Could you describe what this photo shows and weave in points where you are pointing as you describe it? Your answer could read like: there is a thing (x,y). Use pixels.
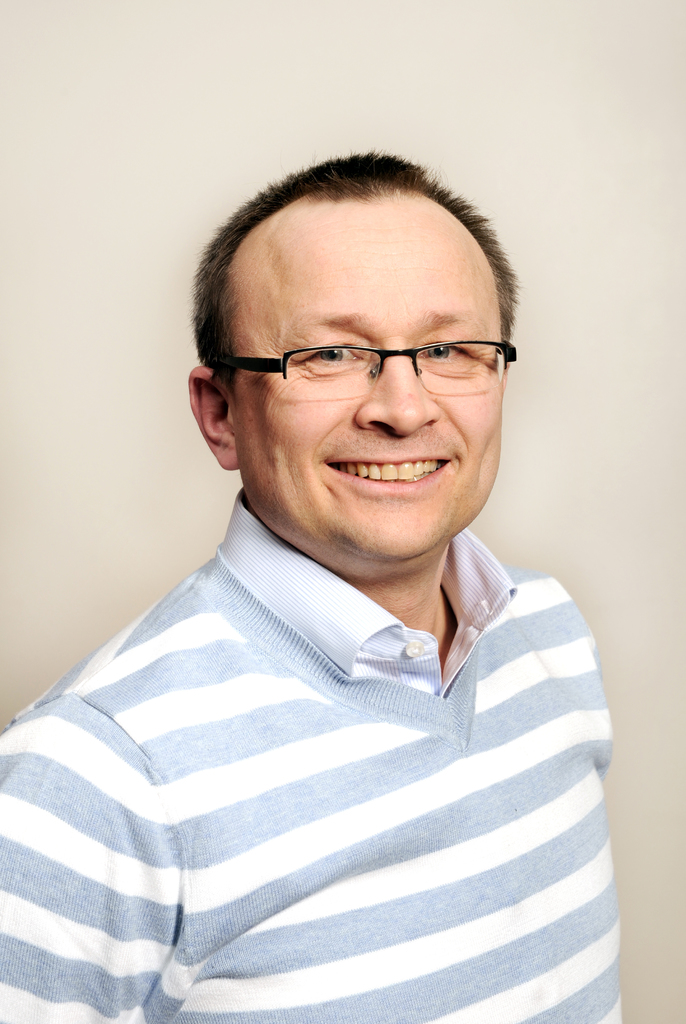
In the center of the image (337,497) a man (421,530) is smiling and wearing spectacles (378,363). In the background of the image (572,419) there is a wall (90,428).
